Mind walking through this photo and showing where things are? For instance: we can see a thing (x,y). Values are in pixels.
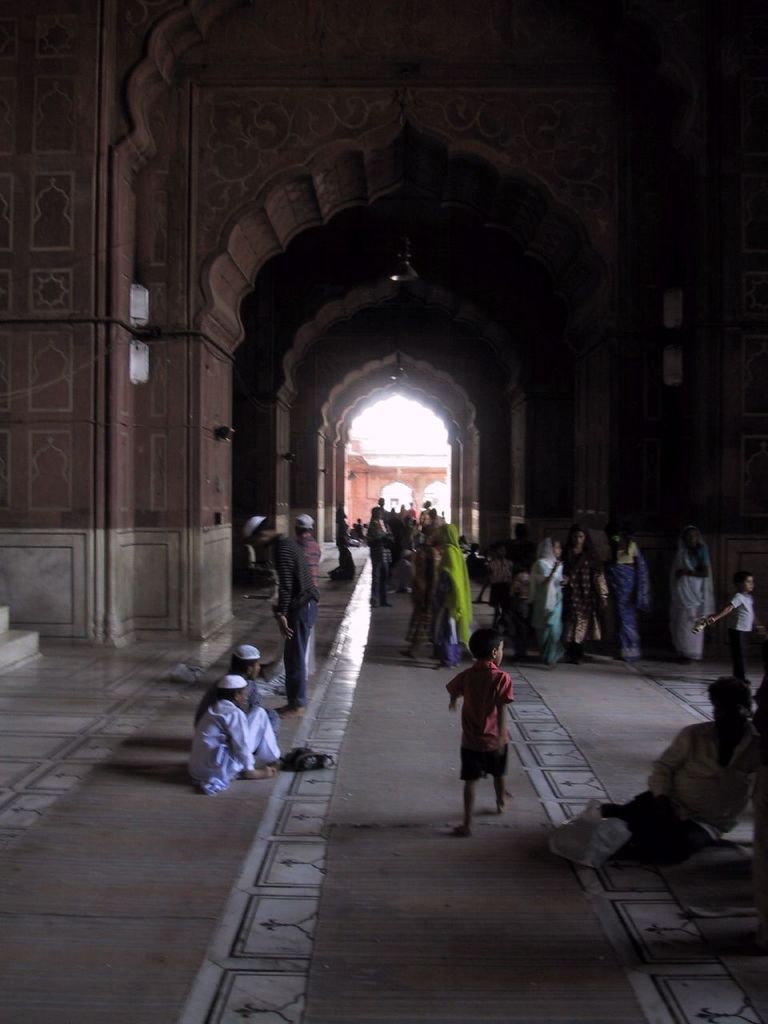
In this image we can see an interior of the mosque (413,362). There are many people (592,588) in the image.
